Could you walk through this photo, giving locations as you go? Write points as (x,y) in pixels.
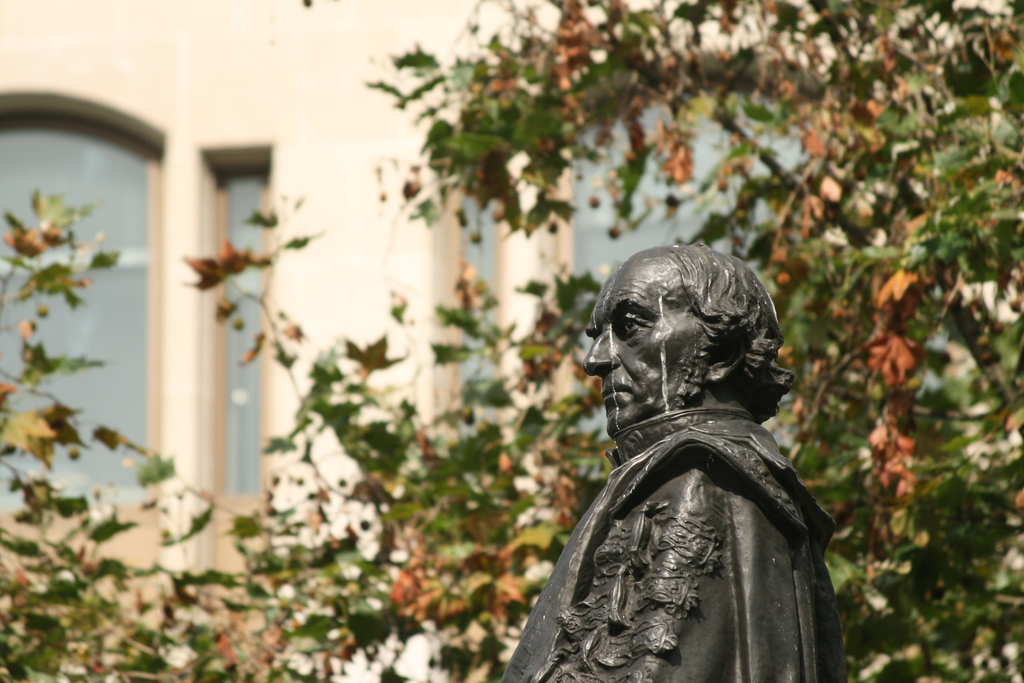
In the picture we can see a sculpture (657,633) of a man (765,661) behind it, we can see some plants (48,658) and a building wall (168,522) with glass (39,397) to it.
